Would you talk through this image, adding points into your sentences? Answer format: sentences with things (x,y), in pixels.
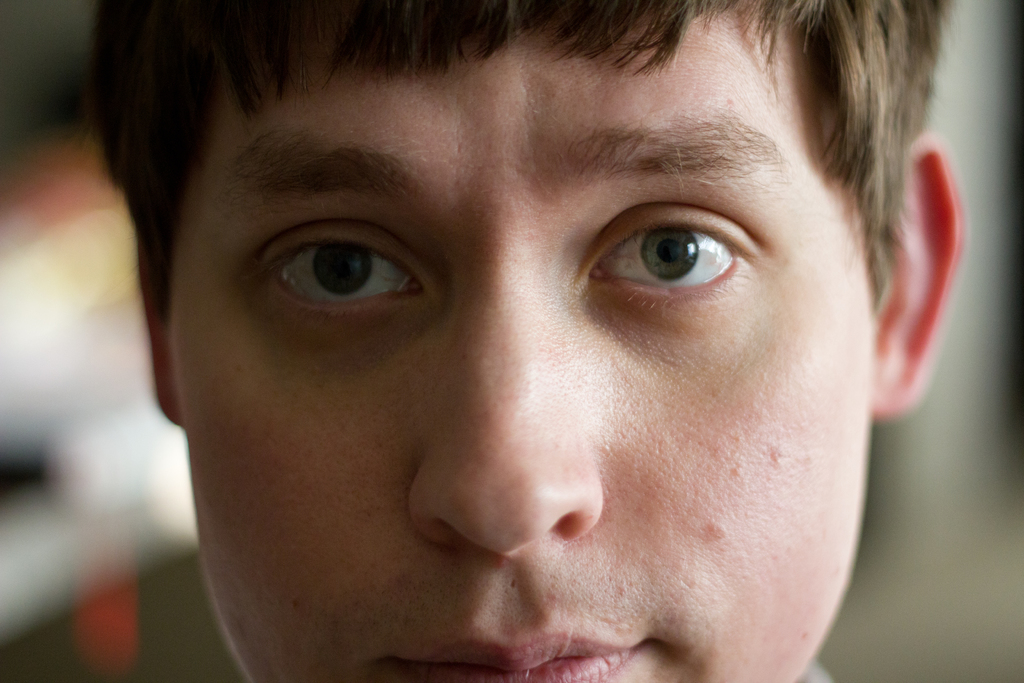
In this picture we can see a person's face (465,450) in the front (416,336), we can see a blurry background (54,205).
